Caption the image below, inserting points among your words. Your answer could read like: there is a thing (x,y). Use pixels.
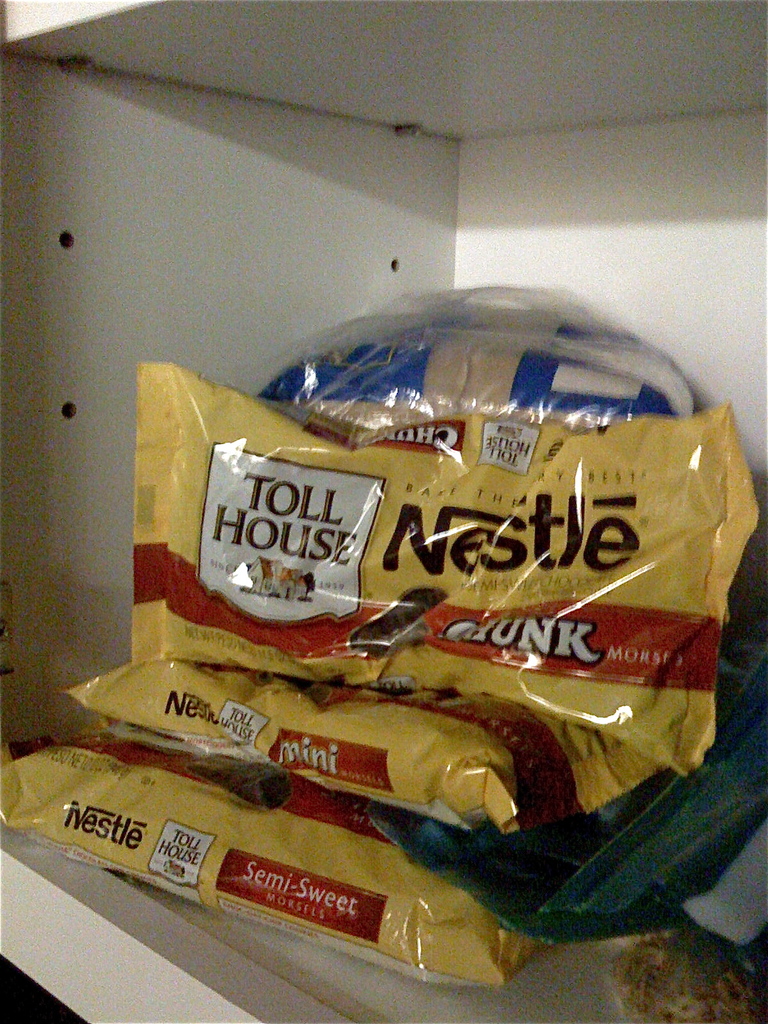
In this picture we can see some packets (491,608) are kept in a shelf's (51,971).
